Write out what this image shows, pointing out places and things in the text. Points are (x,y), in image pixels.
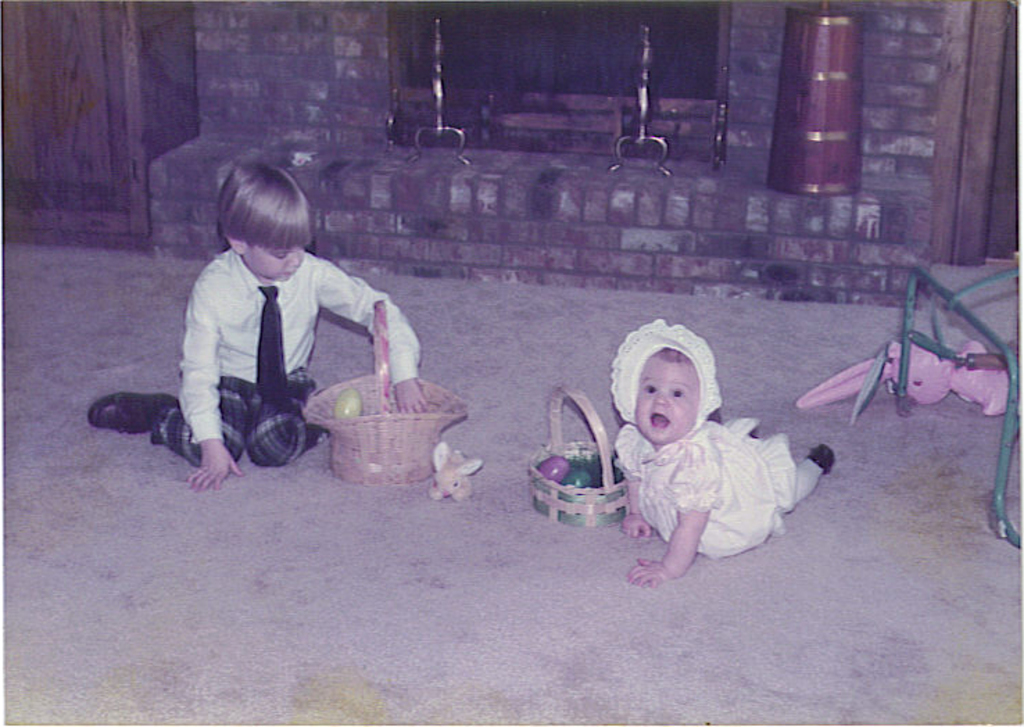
In this image, we can see kids (383,293) and one of them is wearing a tie (264,325) and the other is wearing a cap (629,338) and we can see baskets (359,416), toys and there is a stand (1008,453). In the background (586,96), there are some other stands (649,141), a cupboard (148,88) and a wall (522,254). At the bottom (260,619), there is a floor (310,611).
